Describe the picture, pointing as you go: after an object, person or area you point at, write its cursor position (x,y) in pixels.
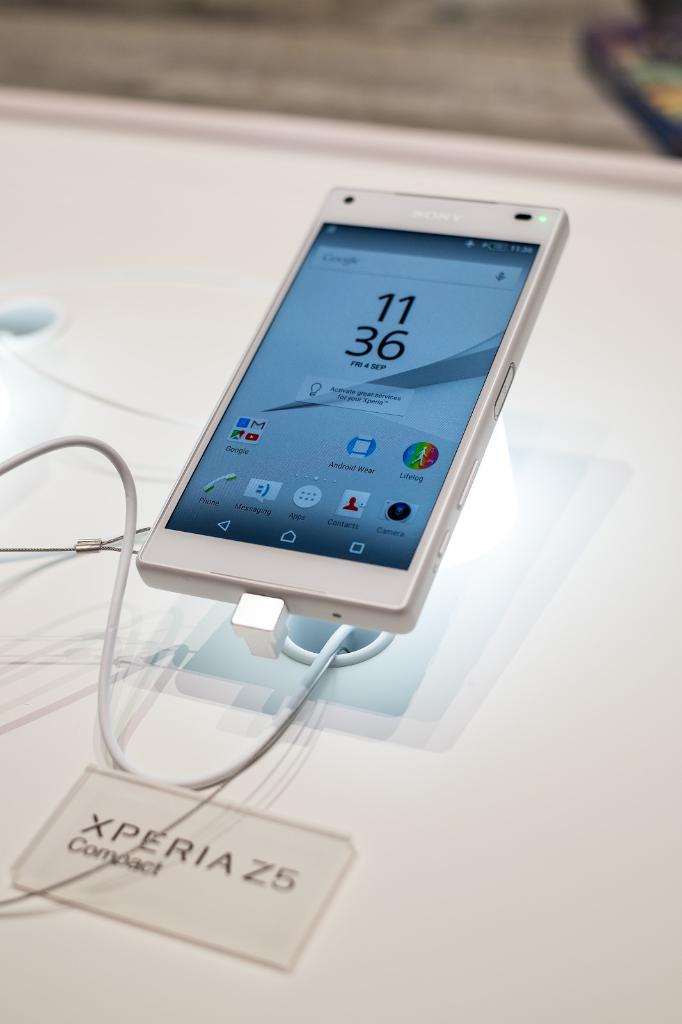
Here in this picture we can see a mobile phone (202,486) present on a stand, which is present on a table (233,312) and we can also see cable wire (104,695) connected to it and in front of it we can see a name card (215,843) present.
